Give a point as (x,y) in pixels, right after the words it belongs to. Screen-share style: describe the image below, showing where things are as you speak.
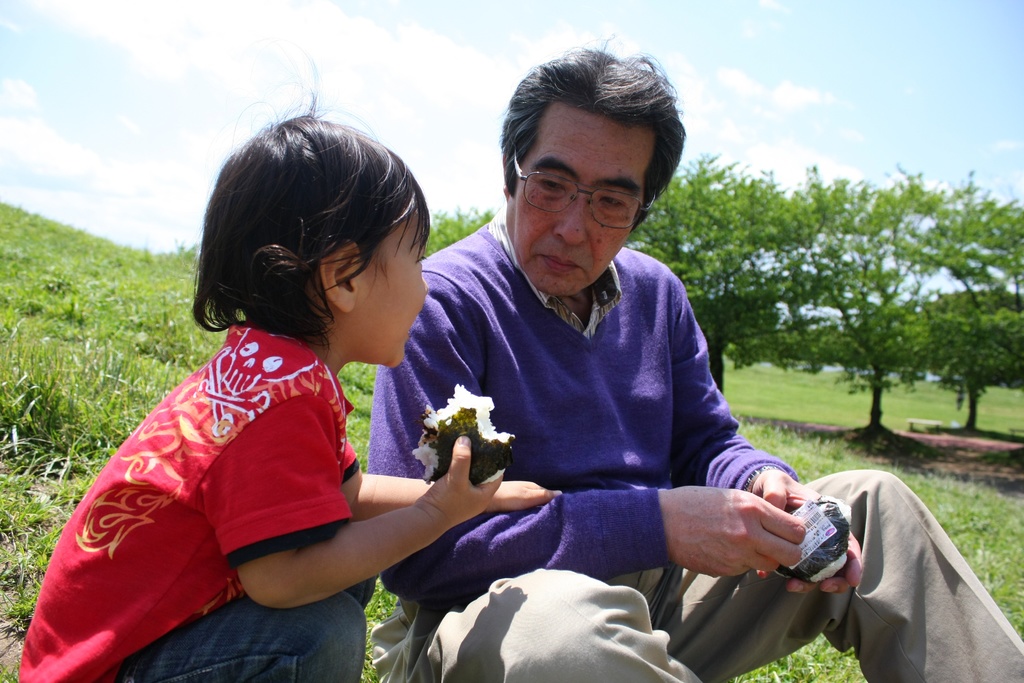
In this image I can see there is a girl (339,391) sitting and she is holding some food (466,420) in her hand (463,462) and there is a person (627,431) sitting next to her. There is some grass (807,382) on the floor (24,268) and there are trees (465,221) in the background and the sky (456,65) is clear.
